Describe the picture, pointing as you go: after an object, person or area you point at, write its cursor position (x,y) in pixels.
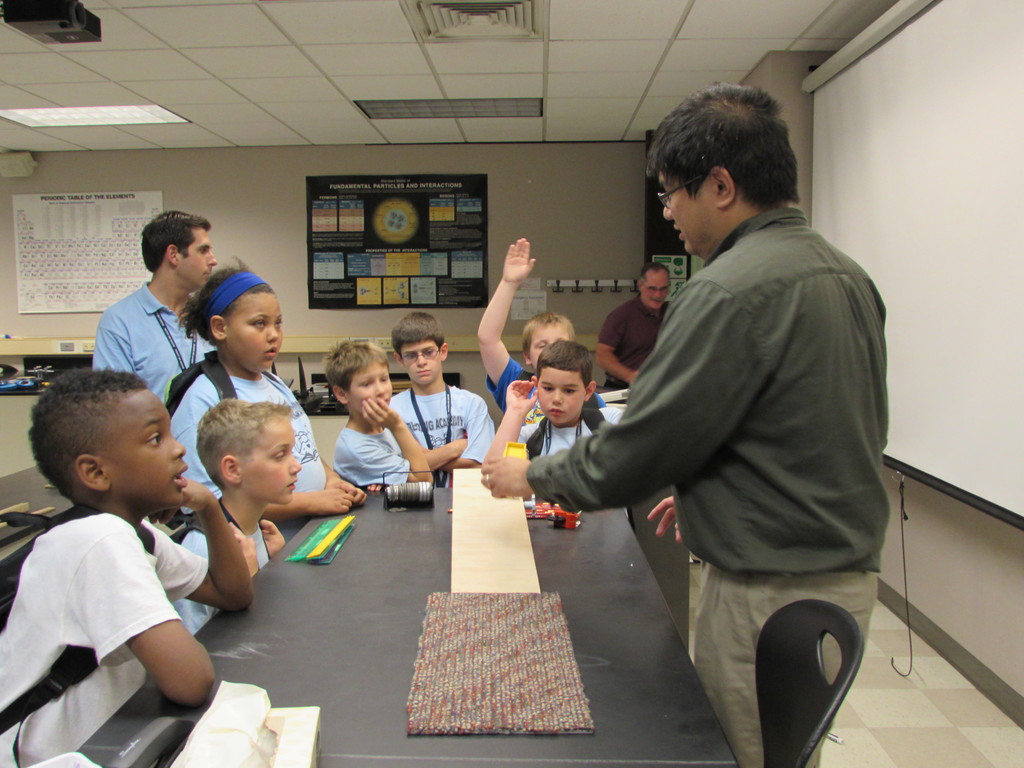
In this image we can see people (684,231), floor (875,694), table (368,755), chair (837,704), screen (1016,446), and other objects (519,637). In the background (240,185) we can see wall (253,163), ceiling (468,41), light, boards (58,281), and posters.
